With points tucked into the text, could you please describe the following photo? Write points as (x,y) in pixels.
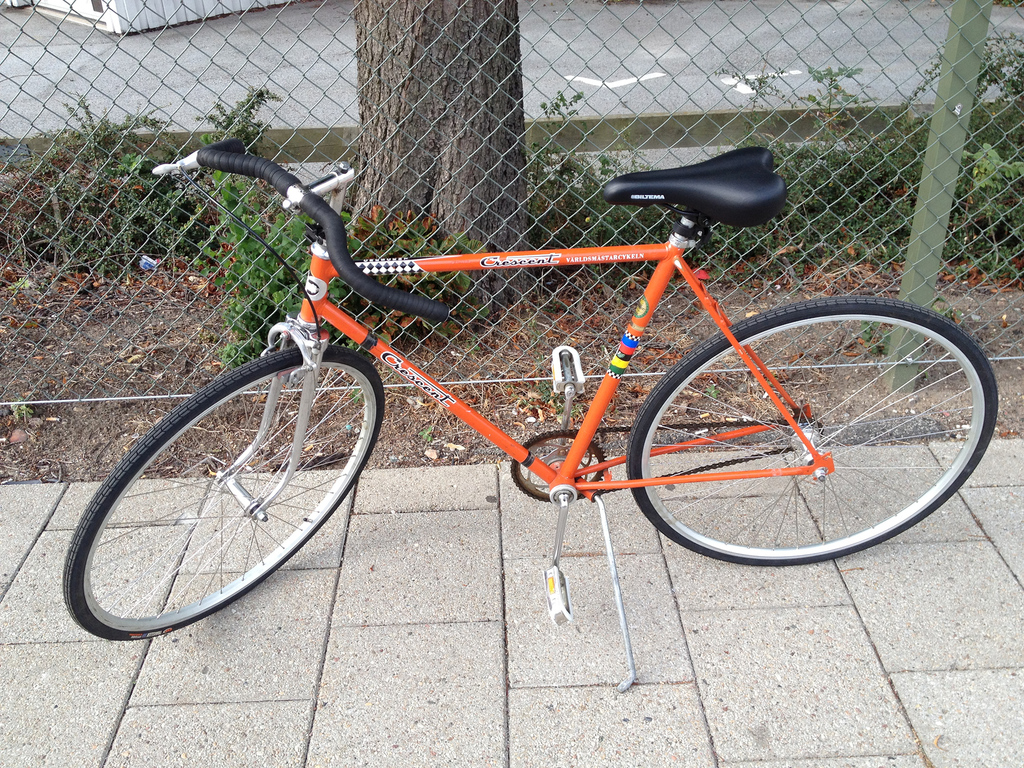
In this picture in the center (349,356) there is a bicycle (300,427), there is a fence (750,251) and behind the fence (476,200), there are plants (166,219) and there is a tree trunk (441,101). In the background (134,20) there is an object (129,9) which is white in colour.
